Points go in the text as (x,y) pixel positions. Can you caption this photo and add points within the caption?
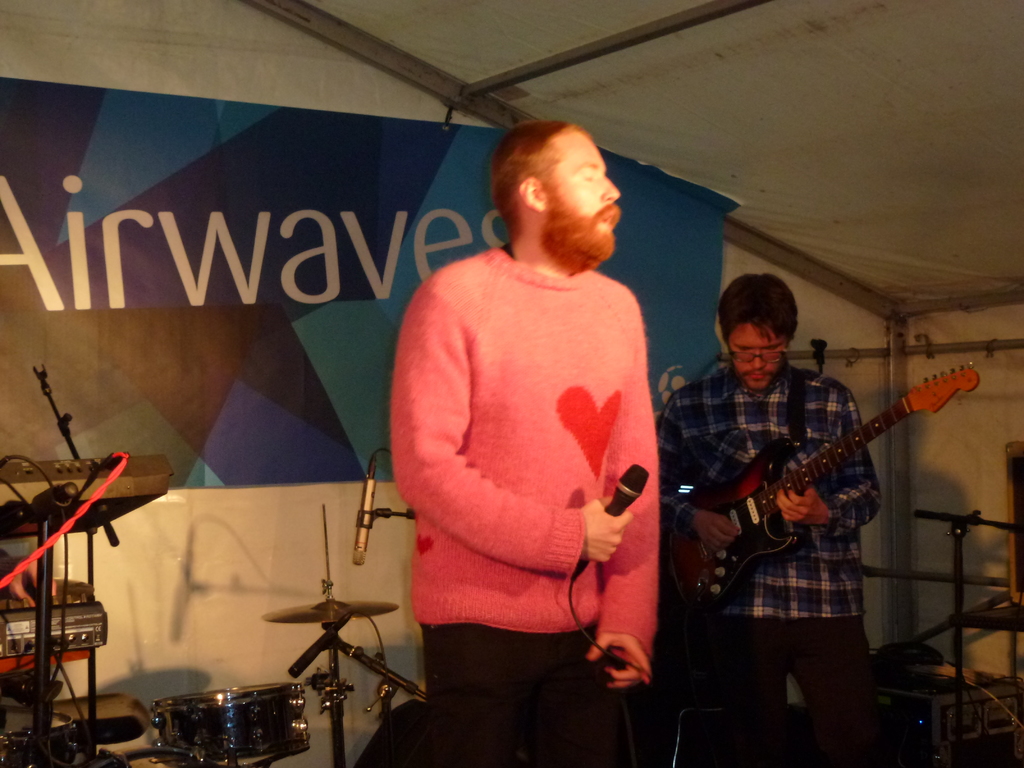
In this image I can see there are two men (528,444) was standing among them, on the left side of the image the man (532,324) is wearing a pink sweater (522,365) is holding a microphone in his hands (598,511) and the person (811,556) on the right side (791,495) is playing a guitar (743,477).
